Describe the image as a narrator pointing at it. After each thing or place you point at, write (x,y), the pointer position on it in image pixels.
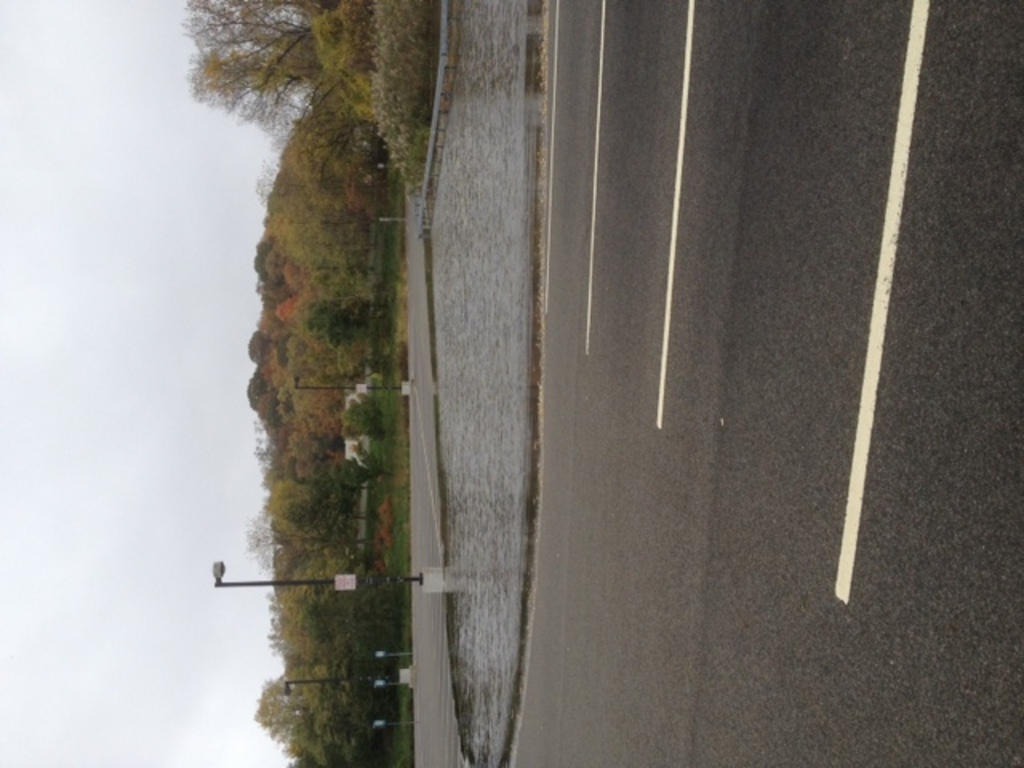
On the right side (847,415) there is a road (600,346). Near to the road (677,465) there is water (525,383). Also there are light poles (307,680). On the left side (304,361) there are trees (313,325) and sky (205,344).
